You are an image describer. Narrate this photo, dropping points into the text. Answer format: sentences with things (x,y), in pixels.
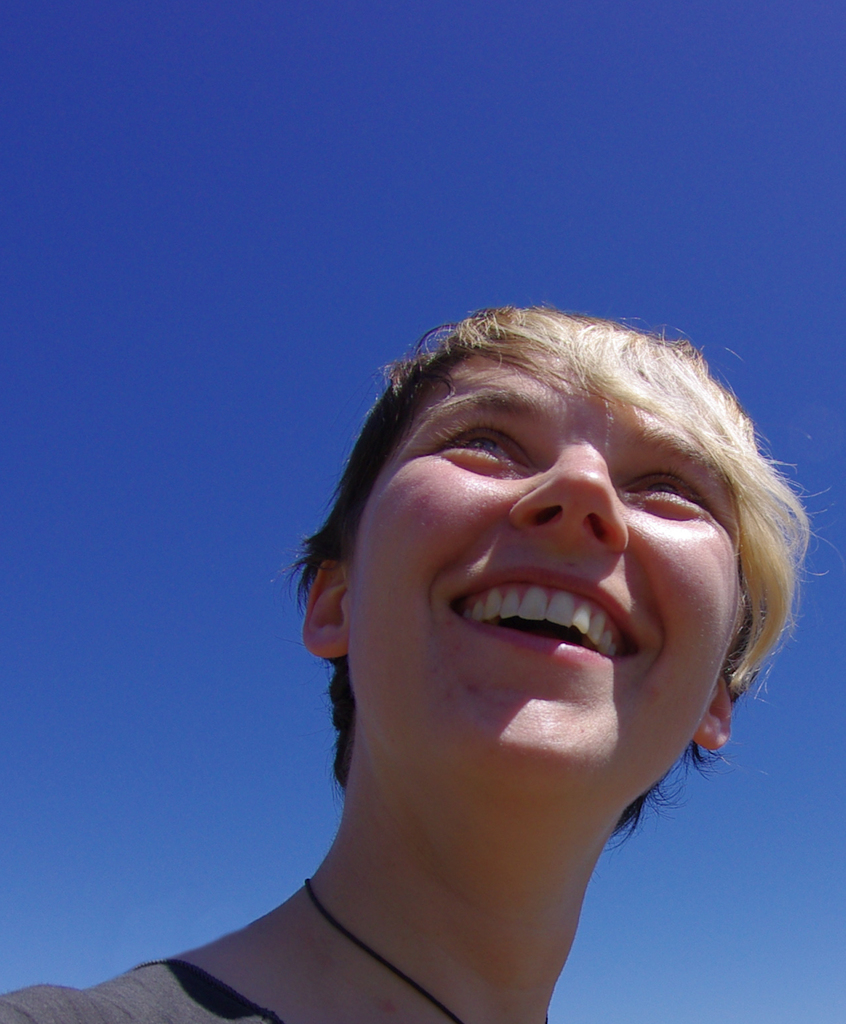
In this image in the foreground (470,649) there is one woman (473,757) who is smiling, and in the background (308,316) there is sky (289,334).
